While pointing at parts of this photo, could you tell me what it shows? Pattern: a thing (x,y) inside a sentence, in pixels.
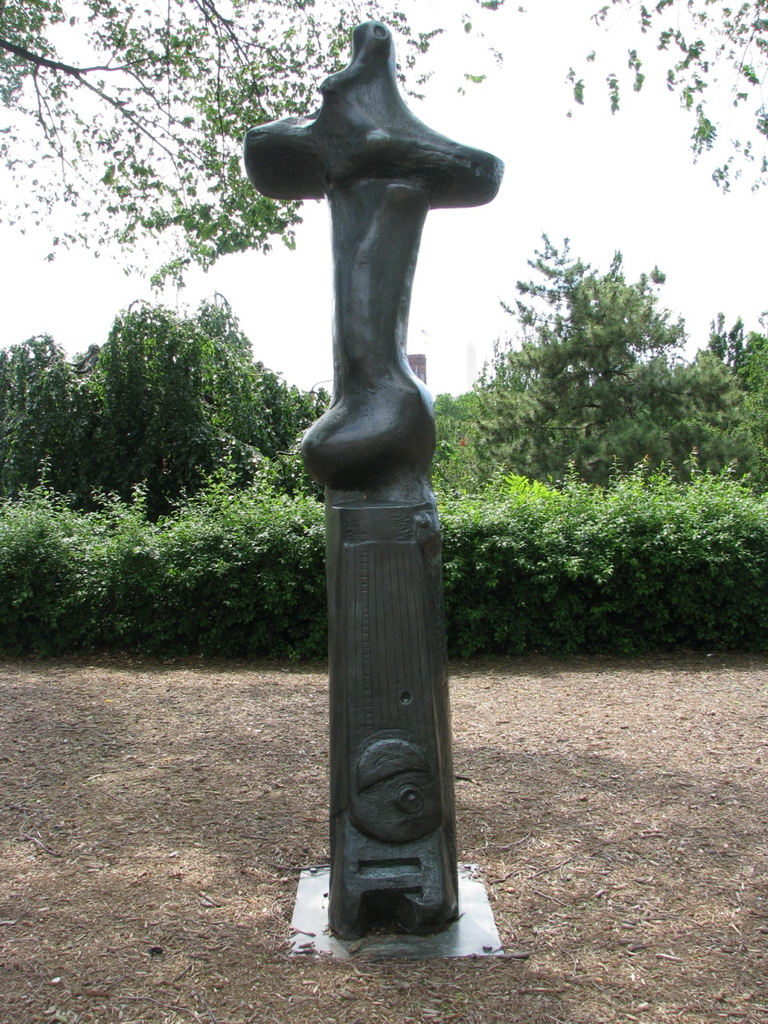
In this image, we can see a statue (360,524). We can see background (201,549) so many trees (481,406) and plants (513,600) are there. At the back side (559,228), we can see sky (559,212).
